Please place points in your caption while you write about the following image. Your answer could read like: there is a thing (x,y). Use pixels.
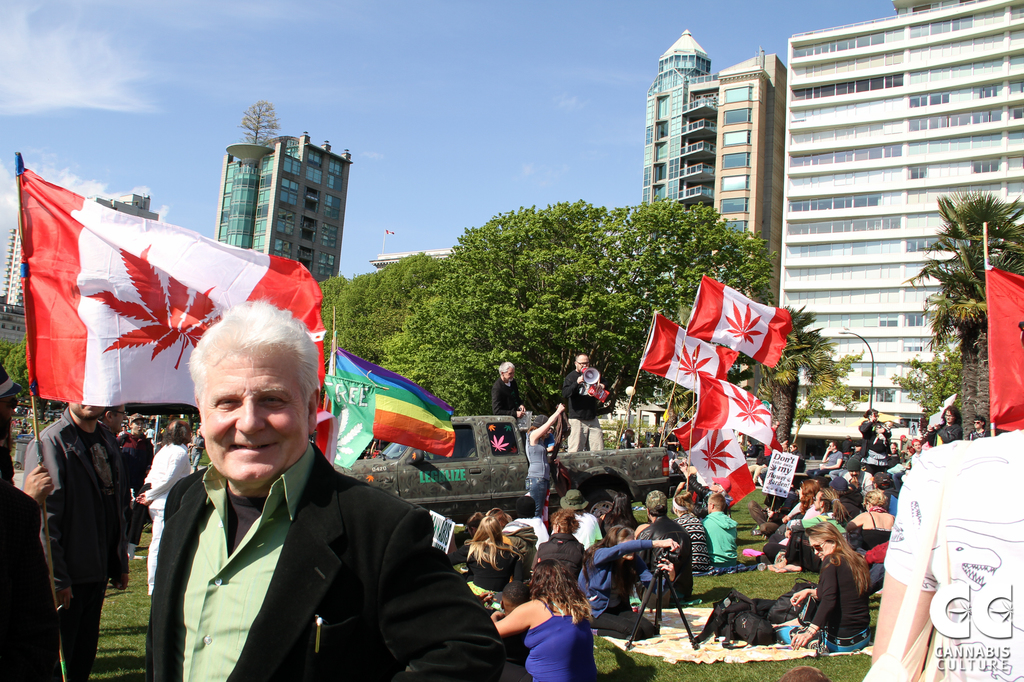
In this image I see number of people (505,520) and I see flags (1022,292) which are of white and red in color and I see the green grass (725,587) and I see vehicle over here. In the background (460,382) I see the trees (463,400), buildings (936,222) and the clear sky (330,113).
